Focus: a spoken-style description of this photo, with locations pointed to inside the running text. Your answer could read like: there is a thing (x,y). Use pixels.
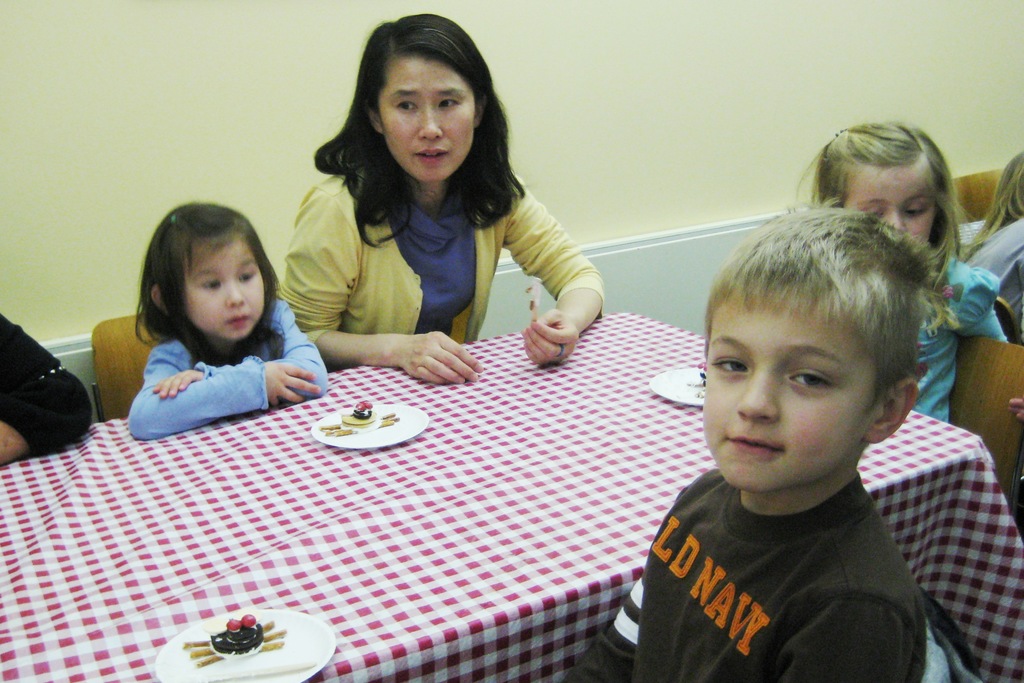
In this picture there is a woman (375,288) sitting at the table (441,395) with some small children (235,356). In the middle (561,426) there is a table (479,487) with red color cloth (470,462) and some snacks (219,648) in the white plate (285,654). Behind there is a yellow color wall (198,104).
